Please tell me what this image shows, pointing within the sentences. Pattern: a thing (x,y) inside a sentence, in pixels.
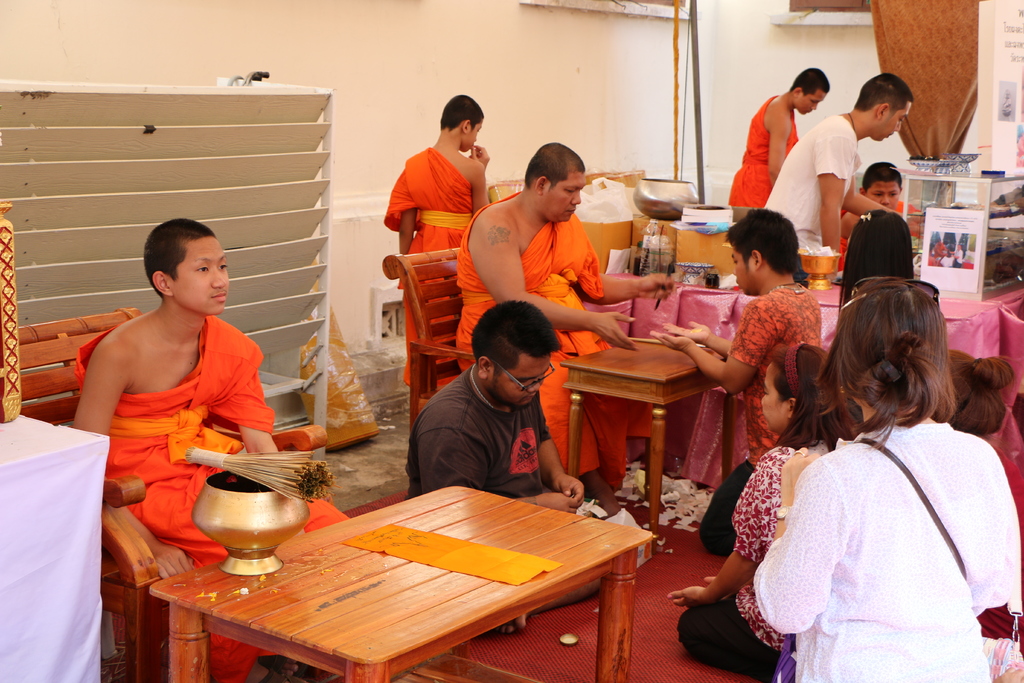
There are group of saints (463,244) sitting in chair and there is a table (478,492) and group of people (851,432) in front of them.
